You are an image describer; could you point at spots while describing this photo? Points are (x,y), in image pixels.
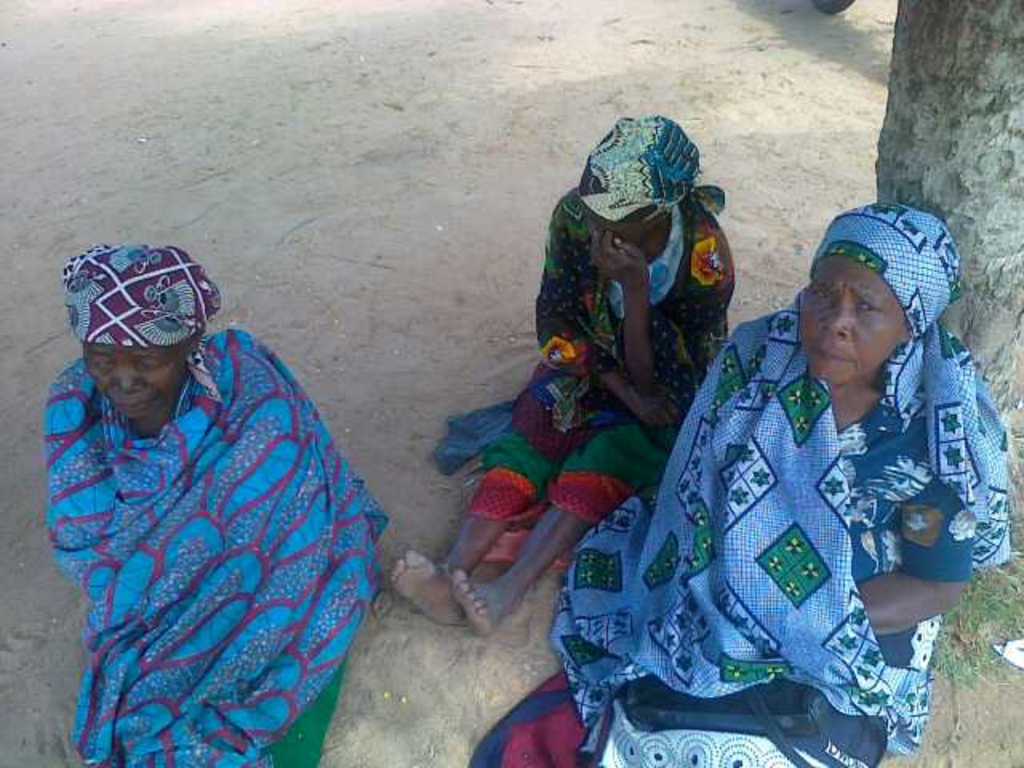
In this image we can see three women (924,449) are sitting on the land (368,689). On the right side of the image (966,187), we can see a bark (983,173) of a tree (980,180) and grass (986,611). It seems like a vehicle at the top of the image (828,4).
